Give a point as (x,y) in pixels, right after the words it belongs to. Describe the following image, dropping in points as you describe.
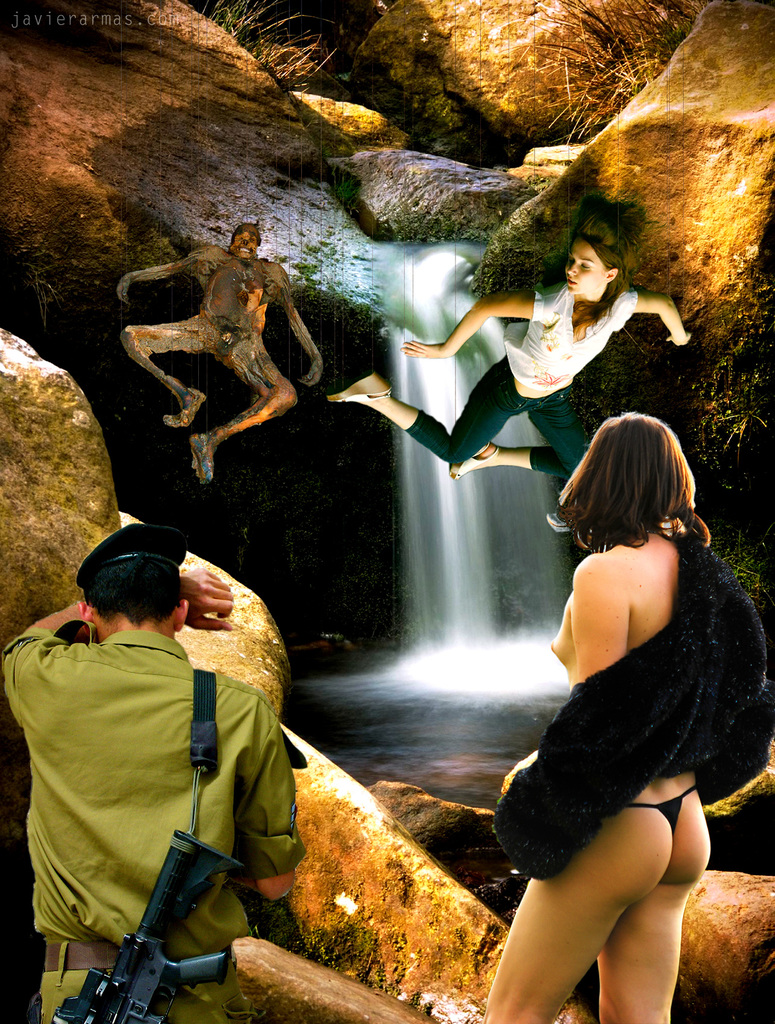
This picture is graphical Image. I can see few people (486,395). I can see rocks (605,156) and grass (587,86).
